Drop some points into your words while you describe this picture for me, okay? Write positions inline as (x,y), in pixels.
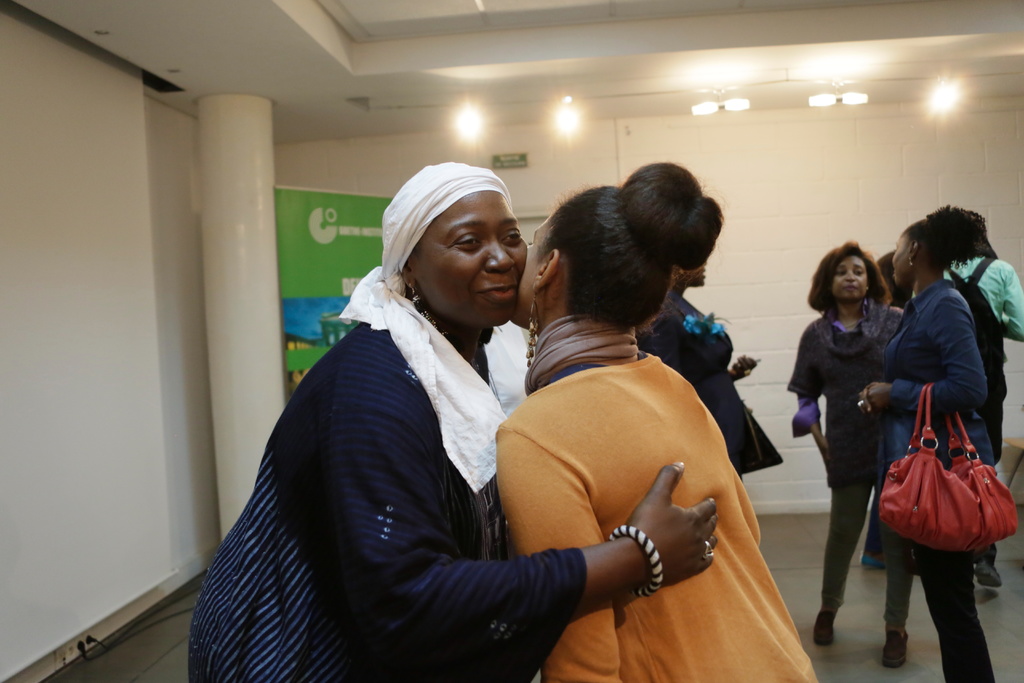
As we can see in the image there is a wall (146,204), banner (276,207), few people (443,271) standing over here.
